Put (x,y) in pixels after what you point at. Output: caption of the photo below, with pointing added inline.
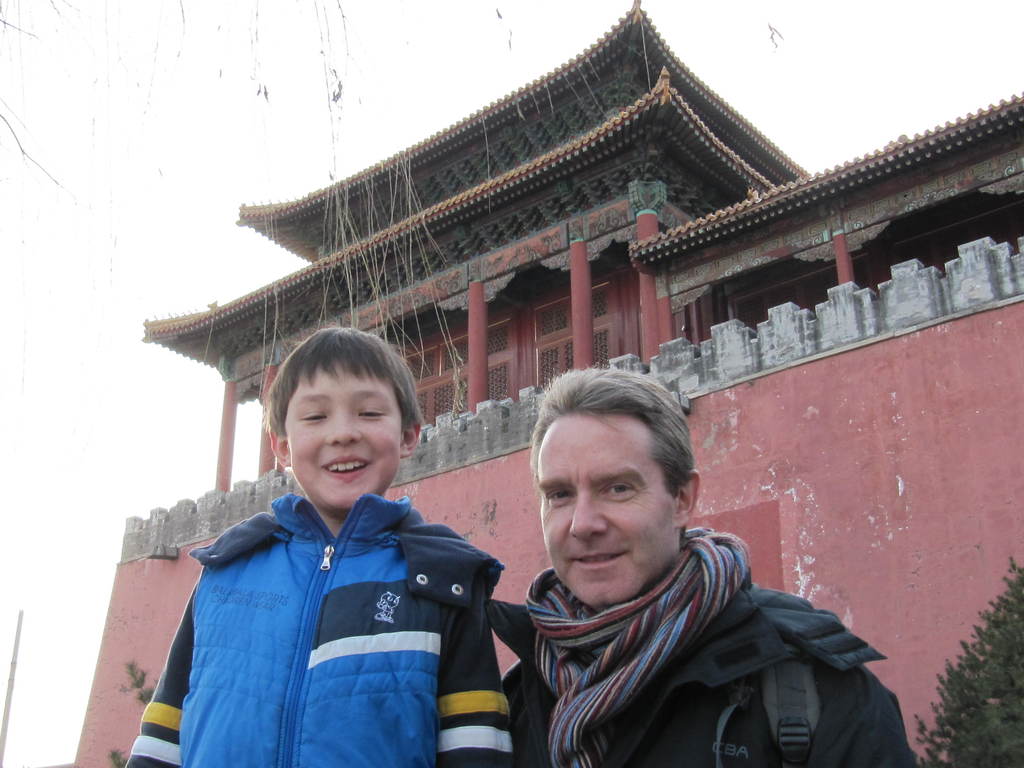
In this image, there is an outside view. There is a building (531,253) in the middle of the image (474,321). There is a person (532,586) and kid (368,617) wearing clothes (319,601) at the bottom of the image (337,686). There is a sky (483,52) at the top of the image (481,63).
